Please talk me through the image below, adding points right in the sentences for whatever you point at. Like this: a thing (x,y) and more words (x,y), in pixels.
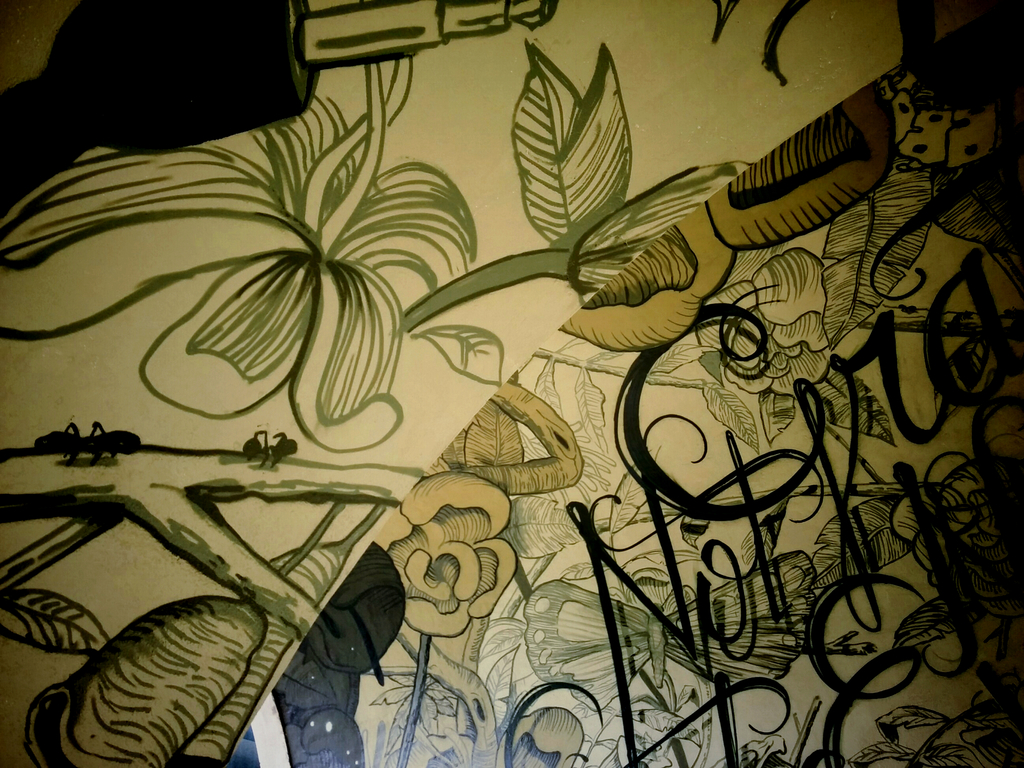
In this image I see the cream color paper (594,273) on which there are some designs (544,267) and I see few words (699,315) written over here.
